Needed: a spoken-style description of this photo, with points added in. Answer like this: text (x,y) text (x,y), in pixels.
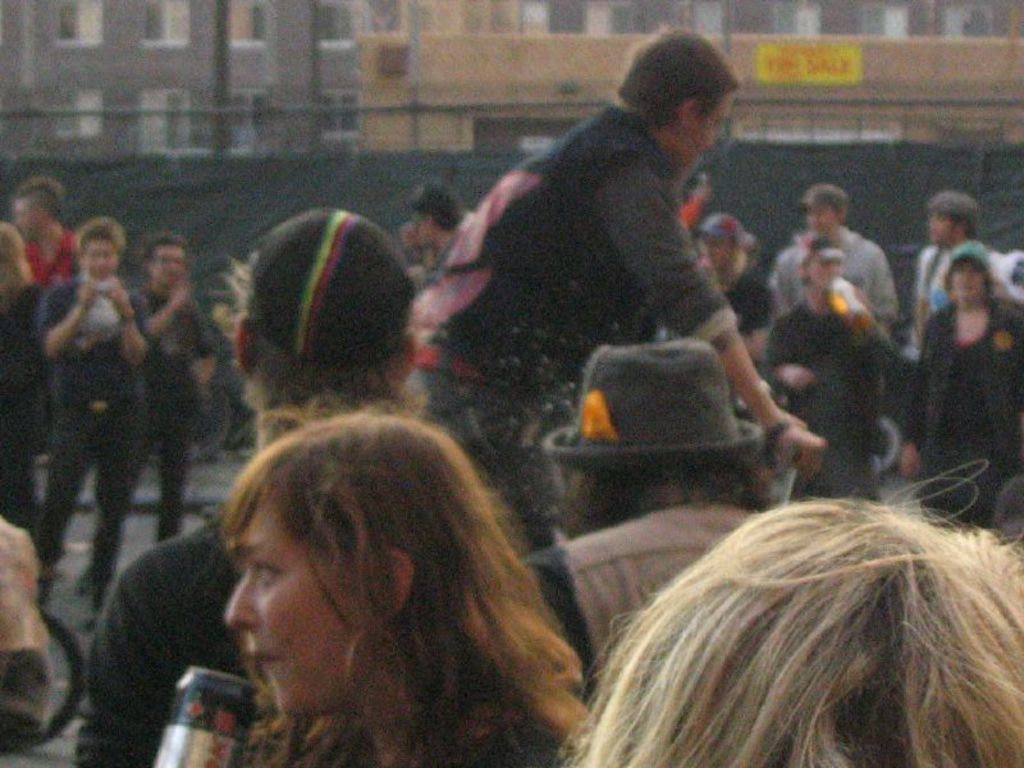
There is a crowd (339,358) at the bottom of this image (745,520) and we can see a fence (333,180) with a black color curtain (314,197) and a building (469,89) in the background (452,144).
